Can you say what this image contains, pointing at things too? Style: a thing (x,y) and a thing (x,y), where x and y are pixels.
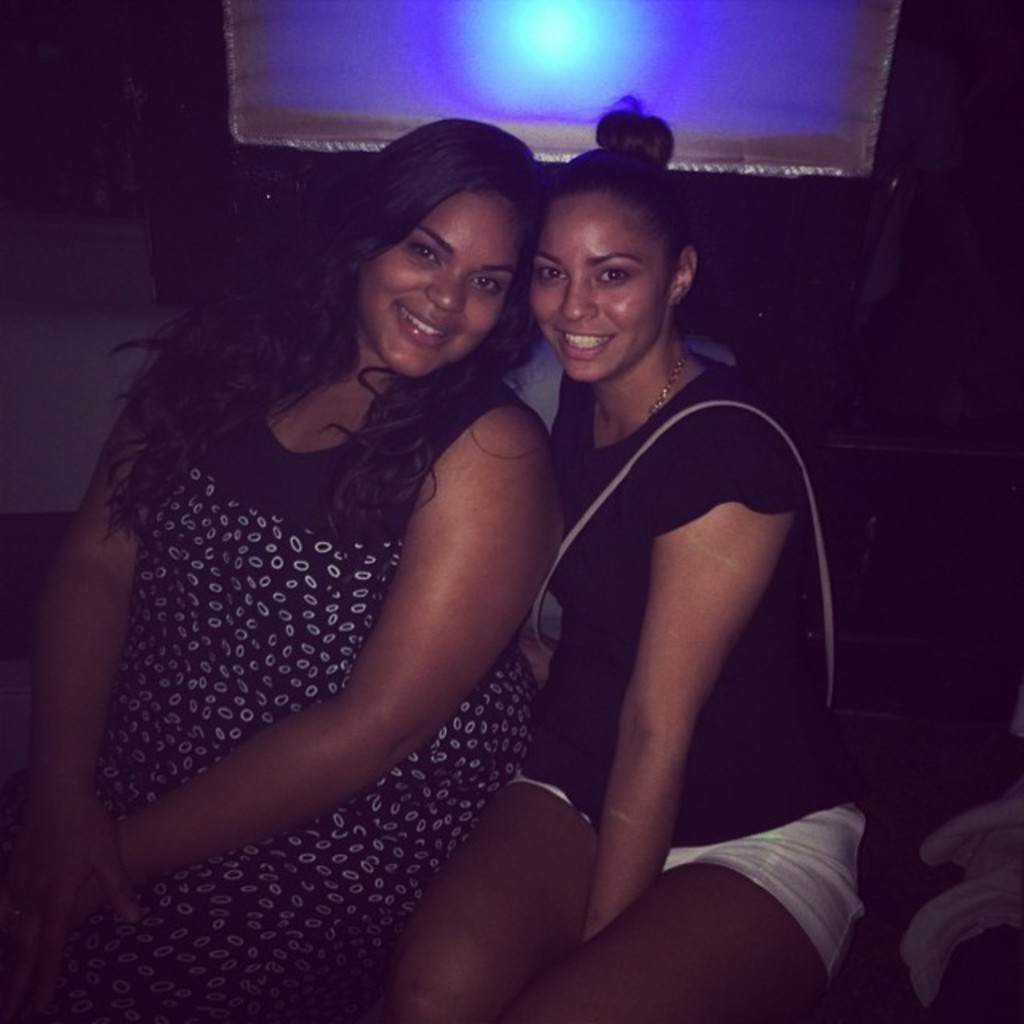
In this image, we can see two people (436,466) sitting. In the background (421,13), we can see some light (528,35). We can see some cloth (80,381) with objects (96,195) on it.
